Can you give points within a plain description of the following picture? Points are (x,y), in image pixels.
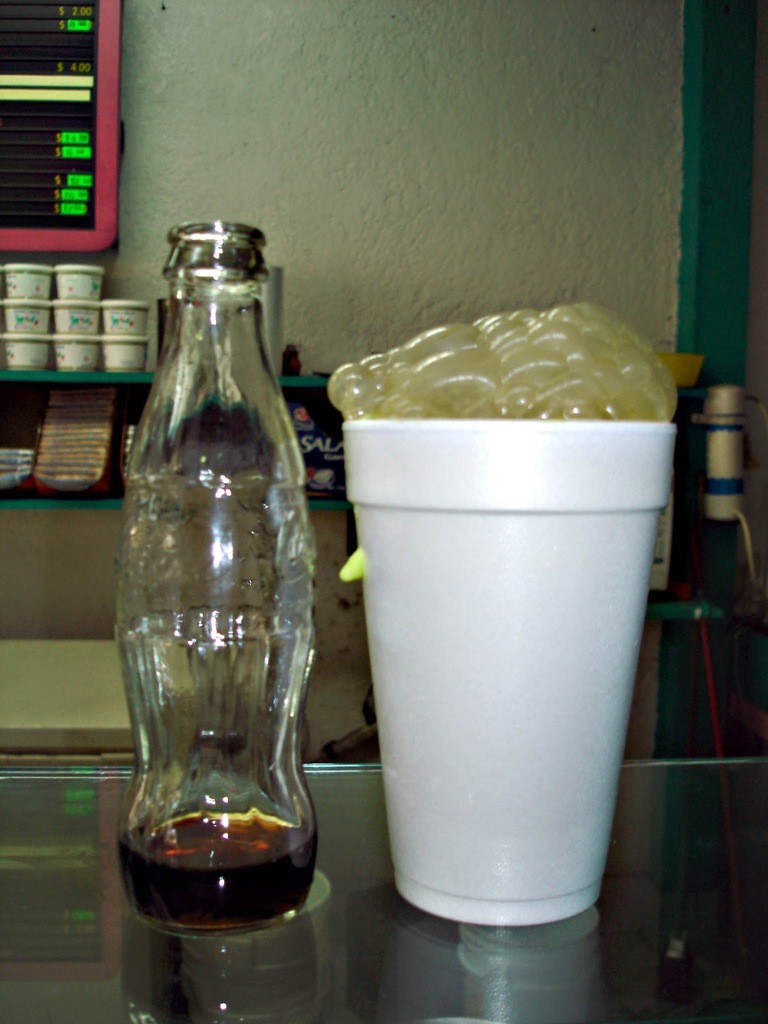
In this image we can see a bottle (275,569) and a cup (532,808) on the table (703,889) and also we can see few boxes (125,322) in the background (87,348).
